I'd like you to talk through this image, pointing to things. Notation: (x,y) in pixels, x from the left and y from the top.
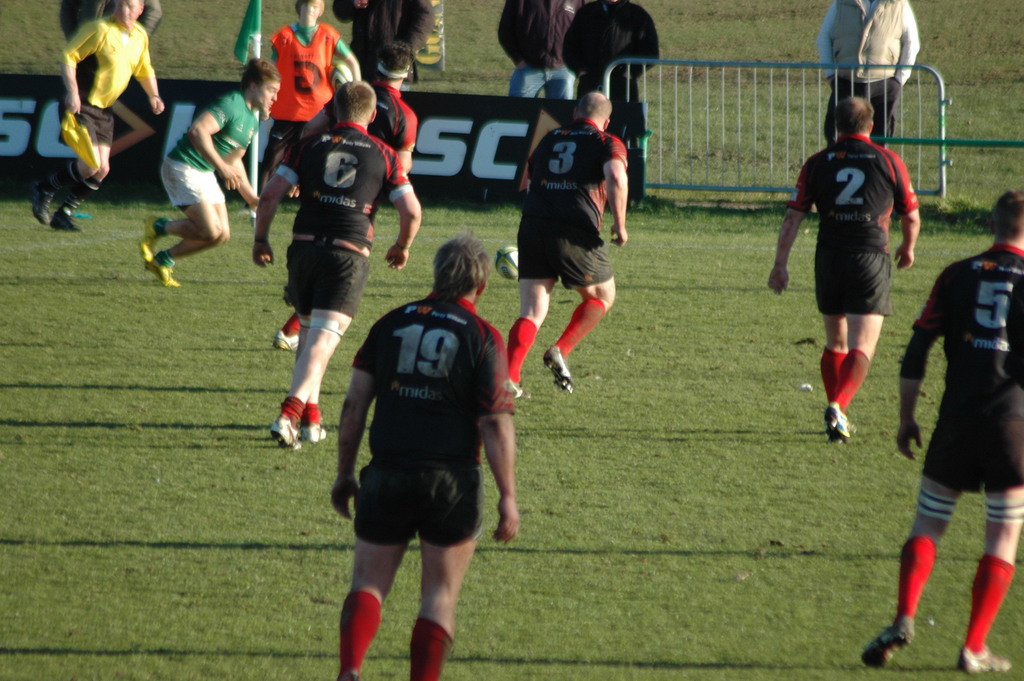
In this picture we can see a group of people (936,522) where some are running on the ground (781,490) and some are standing at the fence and in the background (216,19) we can see a flag (241,44), grass (786,23).
